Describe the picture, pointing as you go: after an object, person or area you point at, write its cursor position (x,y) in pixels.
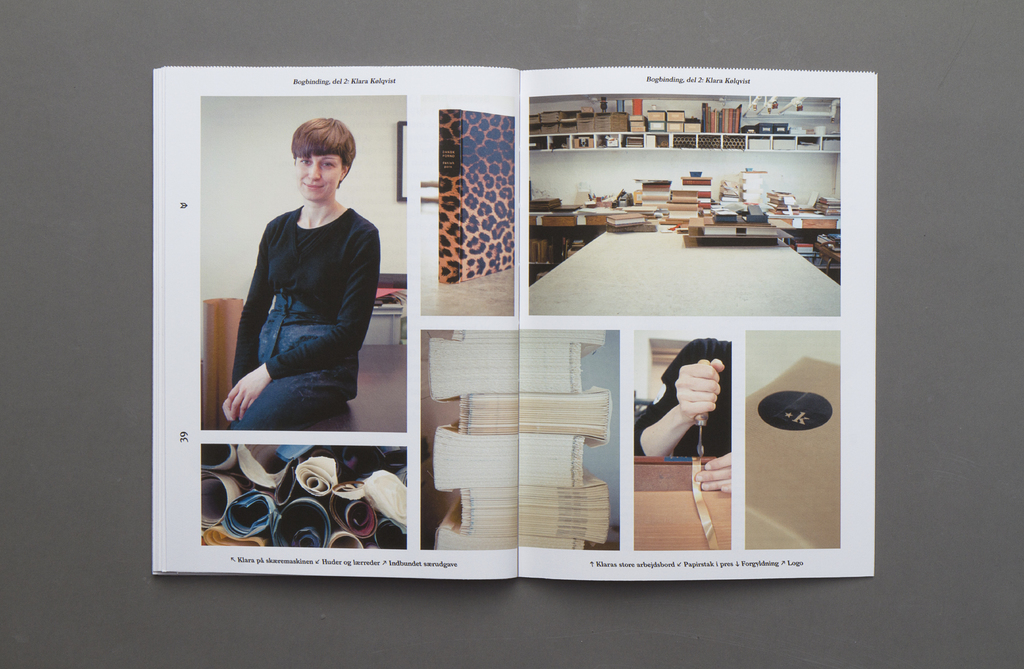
In the middle of the image (367,421), there are images (324,415) of the persons (308,243), books (511,197) and other things (537,223) and there are texts (312,558) on the white color pages (292,558) of a book (608,99) which is on a surface (74,440). And the background (20,143) is gray in color.
